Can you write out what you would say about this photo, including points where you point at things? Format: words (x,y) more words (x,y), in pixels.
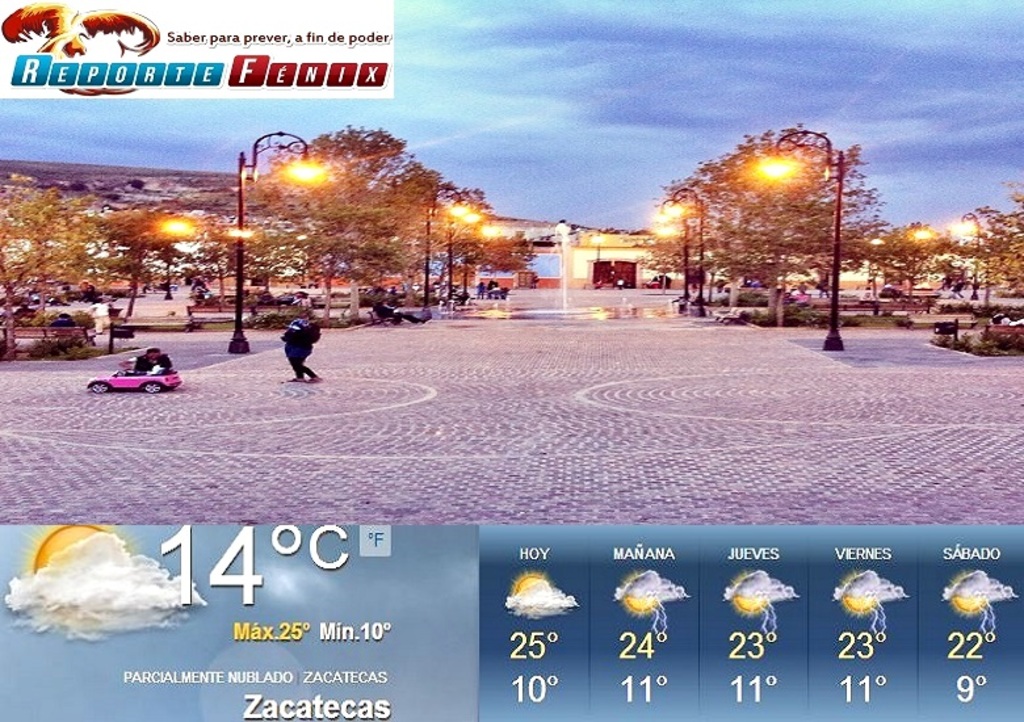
In this image we can see few people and there are some trees (362,232) and street lights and there is a toy car (135,377) on the ground (144,394) and in the background (587,251), we can see the building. At the top (30,120) we can see the sky (1,142) and we can see some text (187,571) and weather forecast details (270,577) on the image.
